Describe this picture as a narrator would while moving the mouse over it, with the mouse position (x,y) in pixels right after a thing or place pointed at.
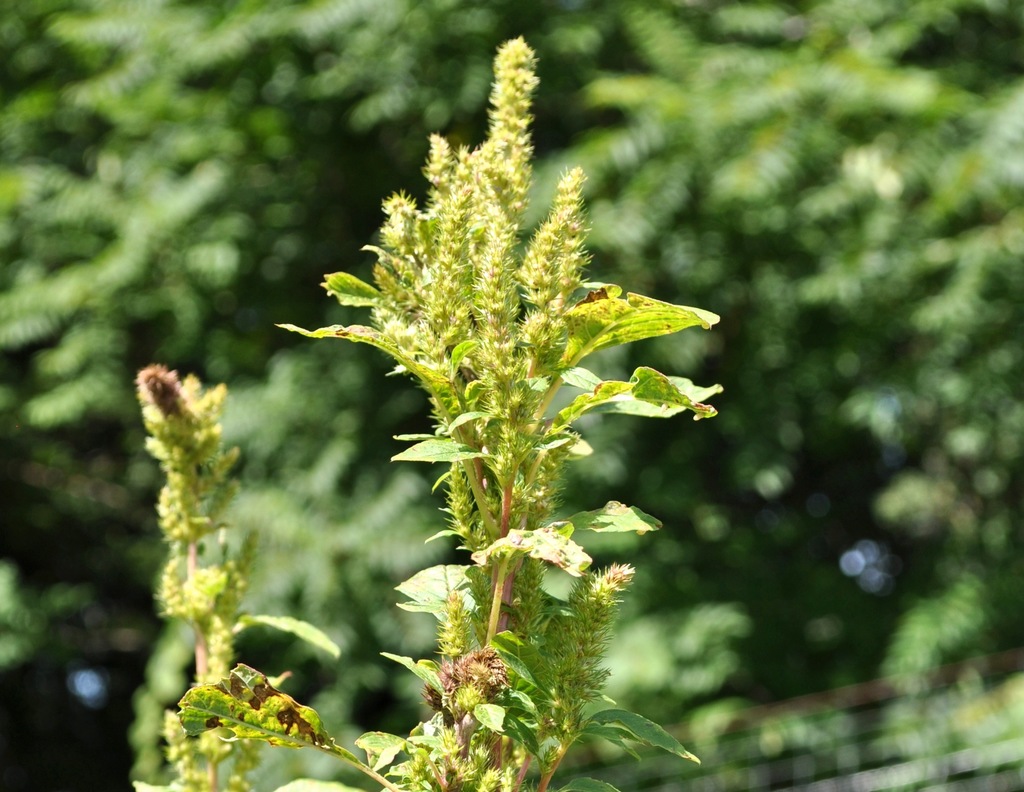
In this picture there is a green plant (514,551) in the front (570,358). Behind there is a blur background (181,176) with some green trees (857,382).
